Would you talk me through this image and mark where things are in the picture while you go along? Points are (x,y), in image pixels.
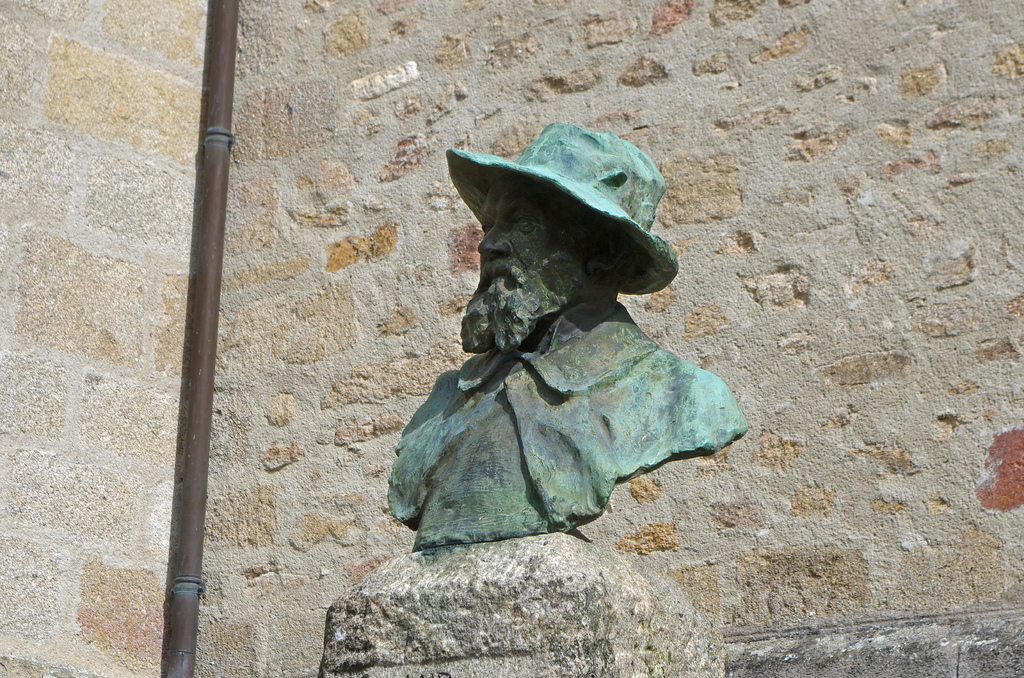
Here in this picture we can see a statue (513,291) present over a place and beside that we can see a pipe (199,318) present on the wall (264,37).
